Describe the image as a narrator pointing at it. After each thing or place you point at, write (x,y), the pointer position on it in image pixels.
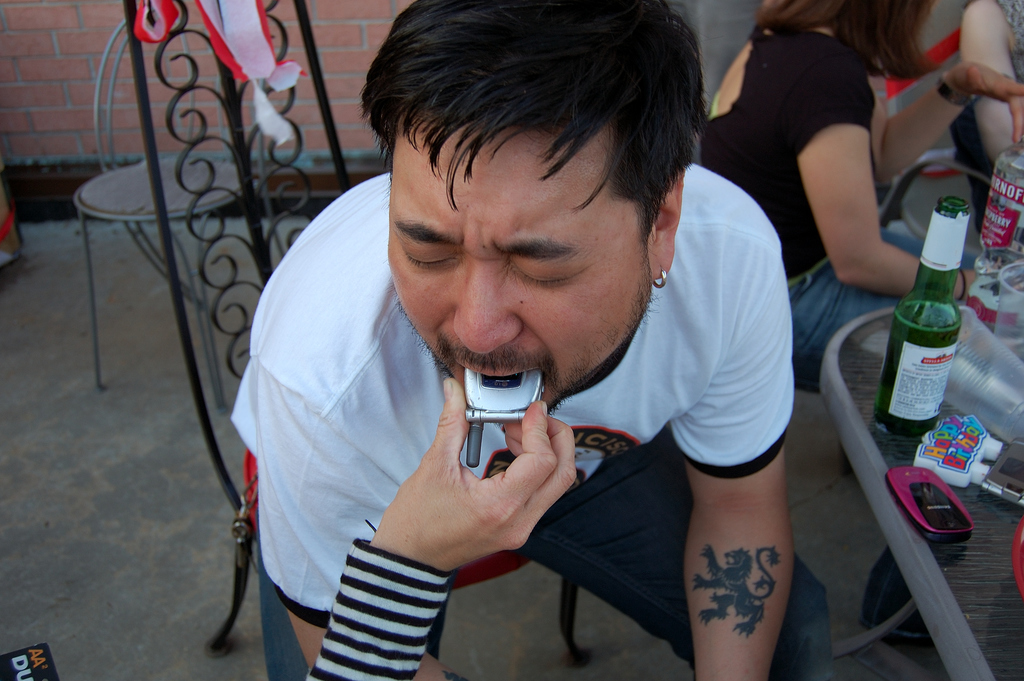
A person (402,343) wearing a white t shirt (606,383) is having a mobile phone (507,388) inside his mouth (504,371). Beside him there is a table (987,543), on the table (883,452) there are bottle (936,322), cup (978,379) and mobile (924,492). Behind him there is a lady (884,145) sitting. And there is a chair (122,182) and brick wall (69,98) in the background (99,173).
